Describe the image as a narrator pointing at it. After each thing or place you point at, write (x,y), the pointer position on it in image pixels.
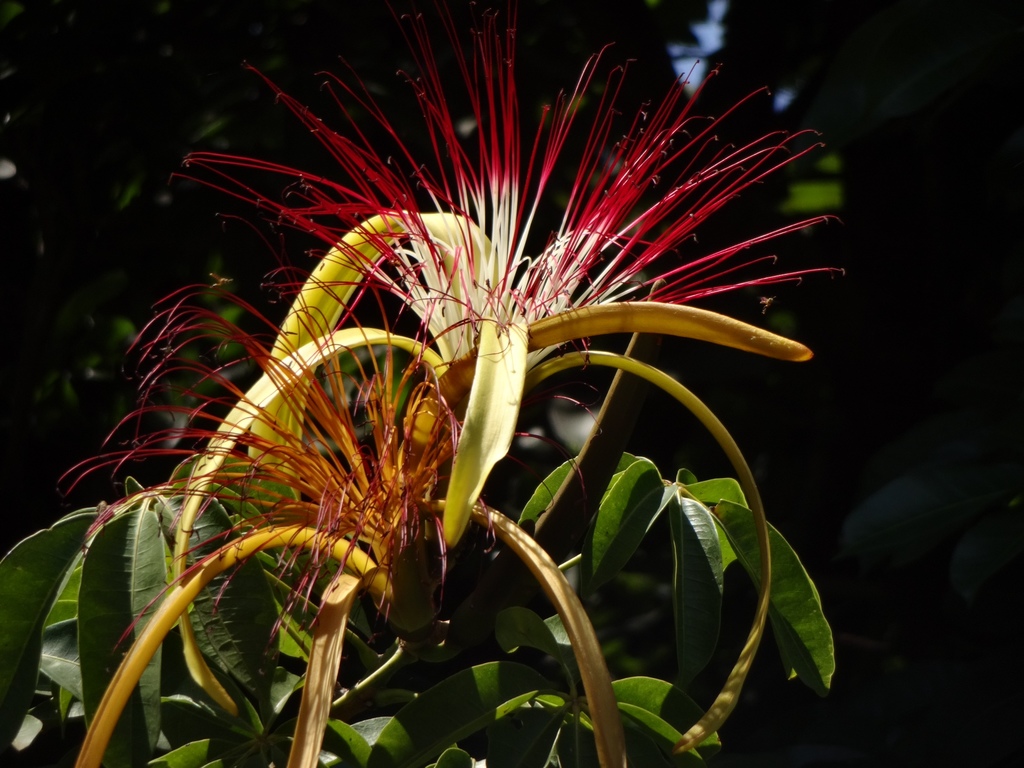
In this image we can see there are plants (496,318) with flower (646,181). And there is a dark background (230,94).
